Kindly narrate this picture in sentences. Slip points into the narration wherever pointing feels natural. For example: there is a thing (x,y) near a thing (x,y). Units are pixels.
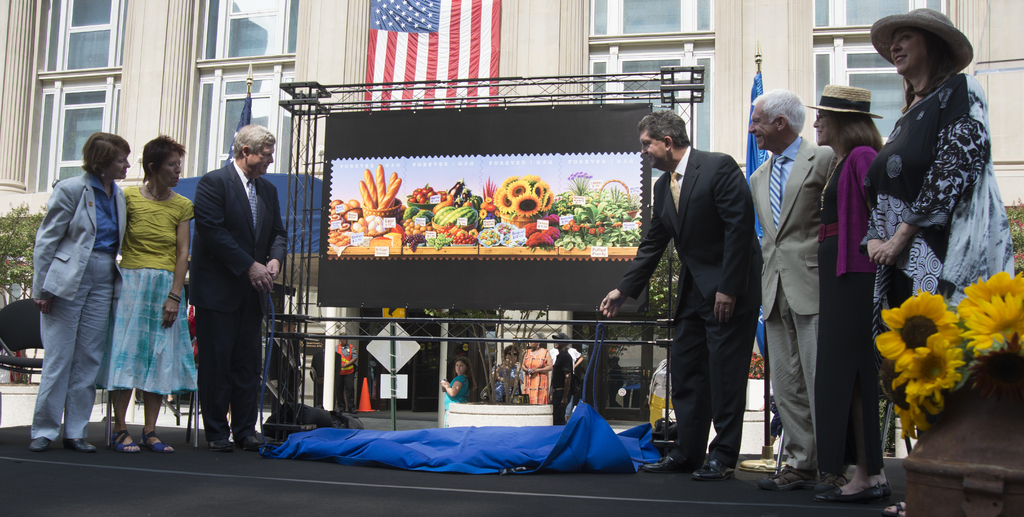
In this picture I can see a number of people (879,215) standing. I can see hoarding (366,125). I can see the building (360,61) in the background (319,66). I can see glass windows (217,84). I can see the flag (398,58). I can see the sitting chairs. I can see flower plant (924,369) on the right side (965,381).
